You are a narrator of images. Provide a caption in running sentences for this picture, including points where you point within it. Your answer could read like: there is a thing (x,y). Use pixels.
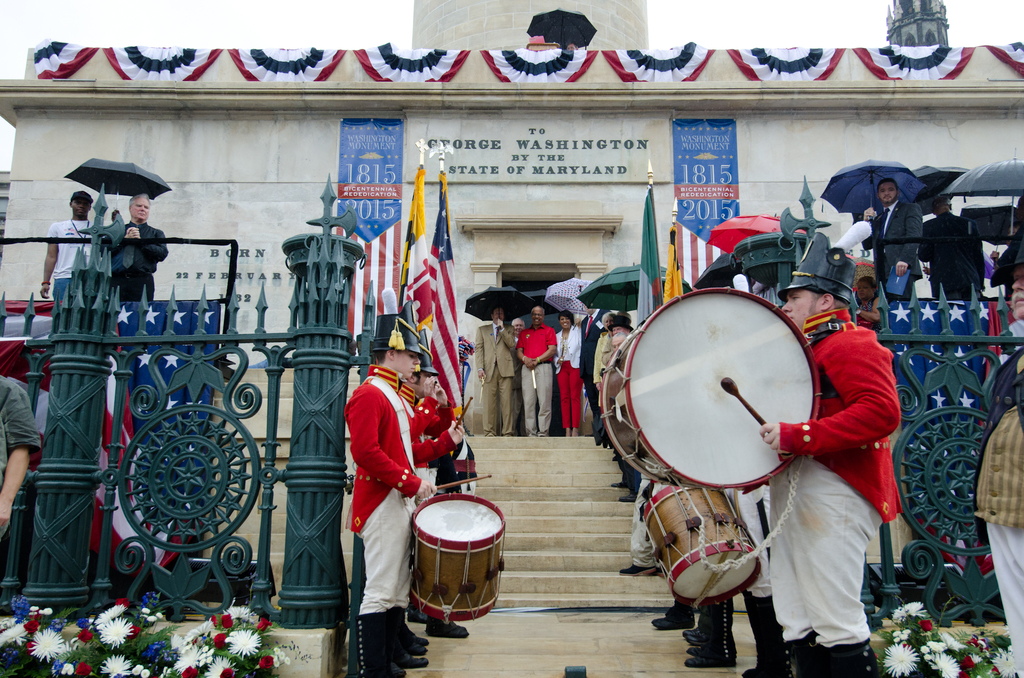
There is a group of a people (355,491). They are playing musical instruments (653,346). We can see in the background (420,195) there is a gate (219,452), flag (652,191) and flowers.
